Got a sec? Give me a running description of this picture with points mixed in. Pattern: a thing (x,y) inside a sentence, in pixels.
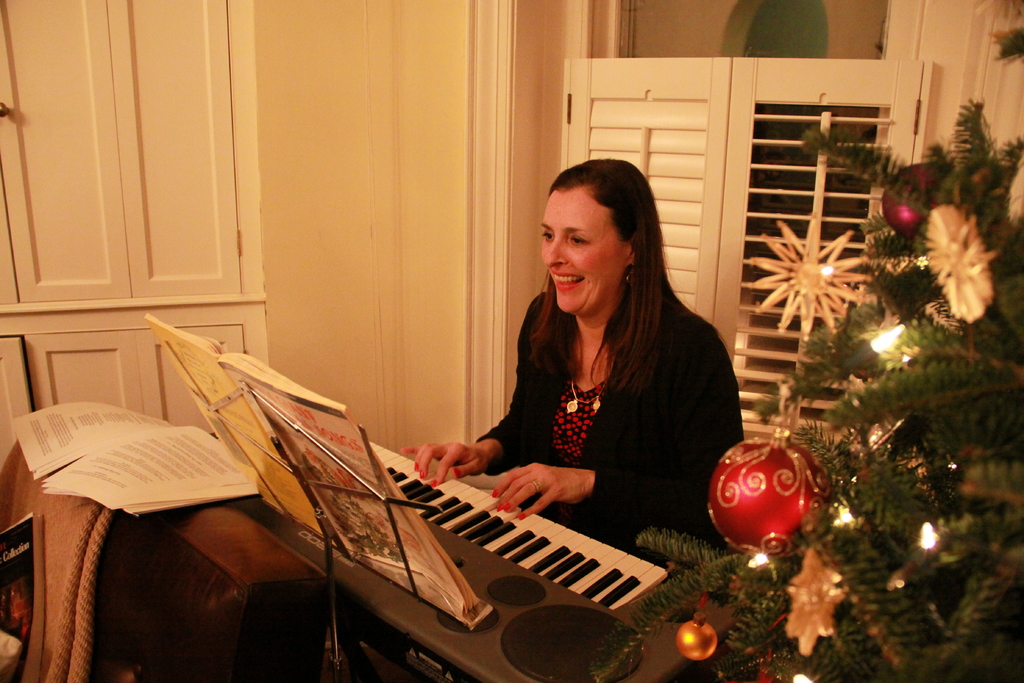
In the image we can see there is a woman (604,488) sitting on the chair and there is a piano (646,658). There are books (337,455) kept on the stand (363,484) and there is a speaker box (254,555). There is a decorated christmas tree (833,408), behind there is a window (810,172) and there is a door (92,176).
